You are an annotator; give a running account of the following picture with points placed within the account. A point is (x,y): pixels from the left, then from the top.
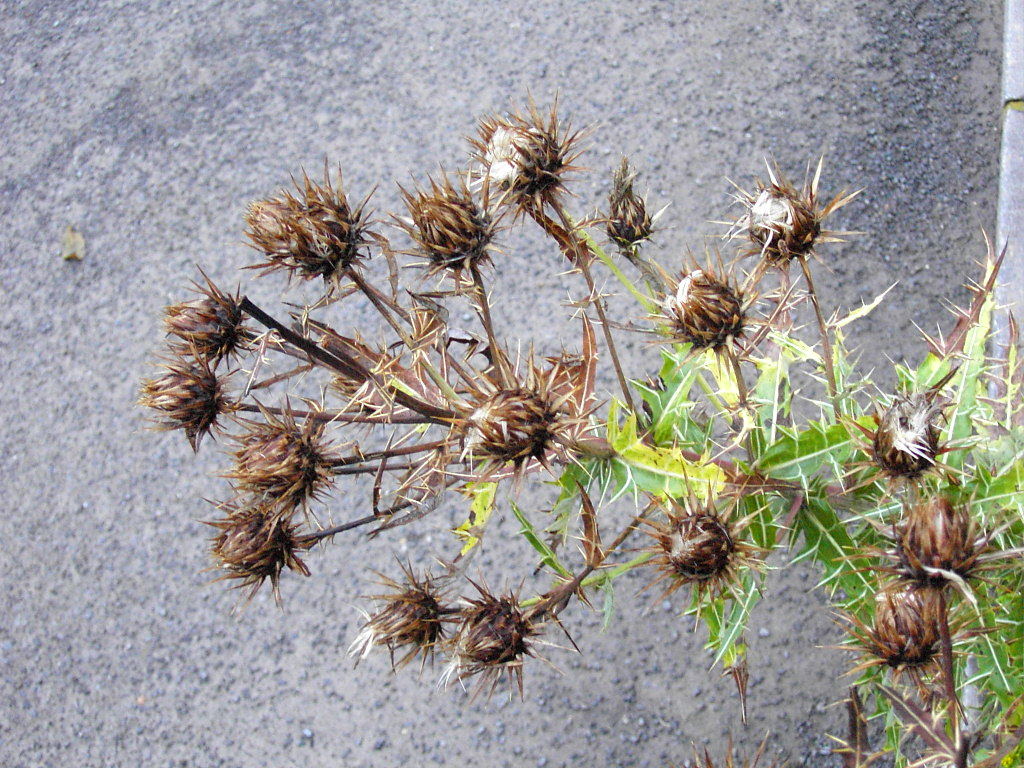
In the foreground of this image (600,465), there are buds (920,520) to the plant (819,515). In the background (379,128), there is the road (330,140).
